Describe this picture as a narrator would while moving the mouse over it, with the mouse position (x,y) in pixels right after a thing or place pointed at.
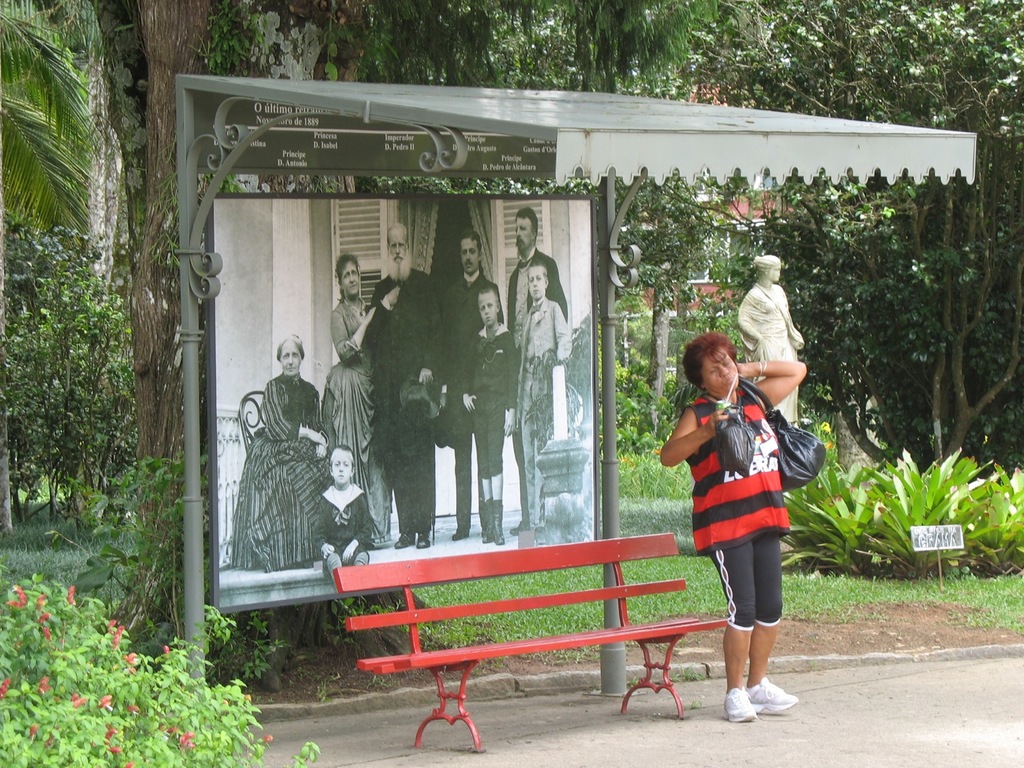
Under this open shed (460,110) we can see a picture (472,310), bench (453,609) and person (751,517). This person (771,516) wore a bag (790,428) and holding an object (726,410). Background (769,301) there are trees (720,262), grass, plants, sculpture (760,283) and building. In this picture we can see people (284,385), one person (279,405) is sitting on a chair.
